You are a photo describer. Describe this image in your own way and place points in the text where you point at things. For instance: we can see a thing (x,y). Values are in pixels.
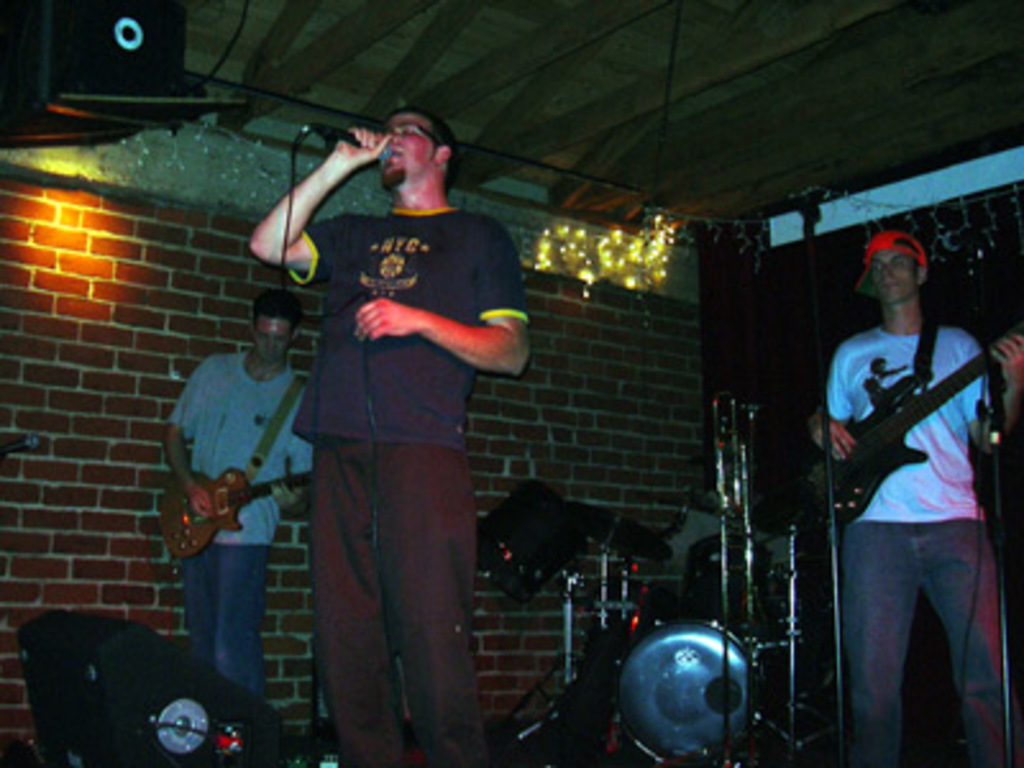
This image consist of three men (206,429) performing music. In the front (385,506), there is a man (414,435) wearing blue t-shirt (419,272) and singing. To the right (910,549), there is a man (912,521) wearing white t-shirt (919,441) and playing guitar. In the background (650,559), there is a band (617,526) and wall (670,360). At the top (727,53), there is a roof (678,112) made up of wood (718,116).
